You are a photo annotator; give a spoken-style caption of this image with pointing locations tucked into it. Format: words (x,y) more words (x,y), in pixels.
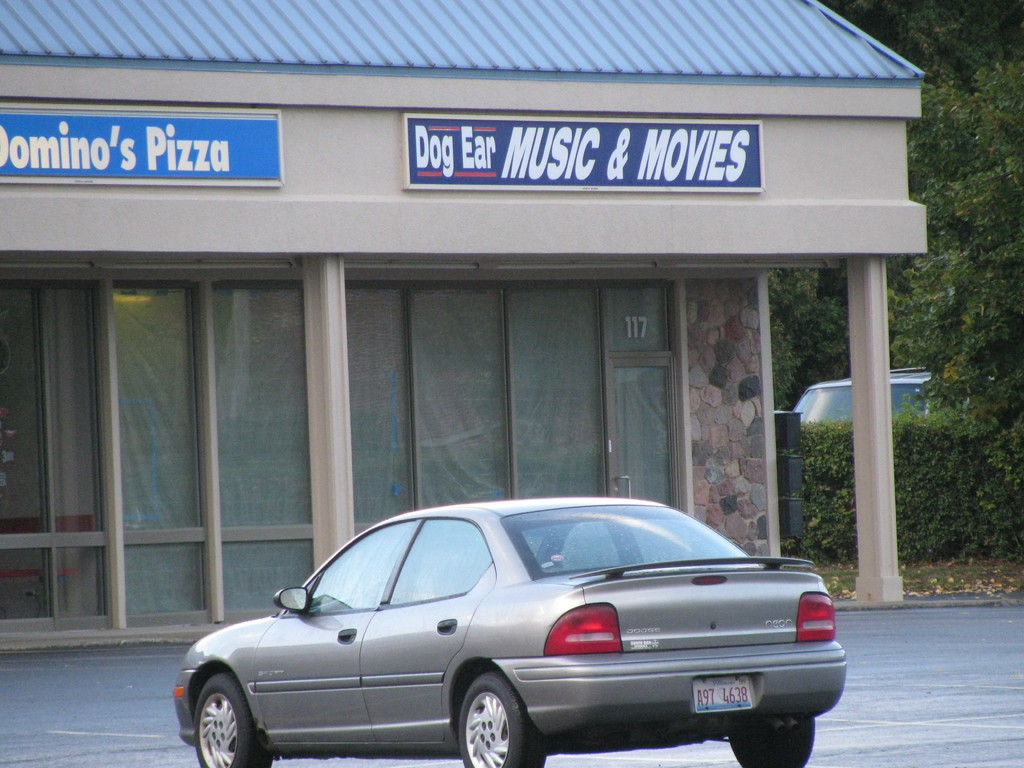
In this picture I can see a vehicle (519,652) on the road (918,673), in front there is a building (250,357) with some boards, around there are some trees (984,338).
